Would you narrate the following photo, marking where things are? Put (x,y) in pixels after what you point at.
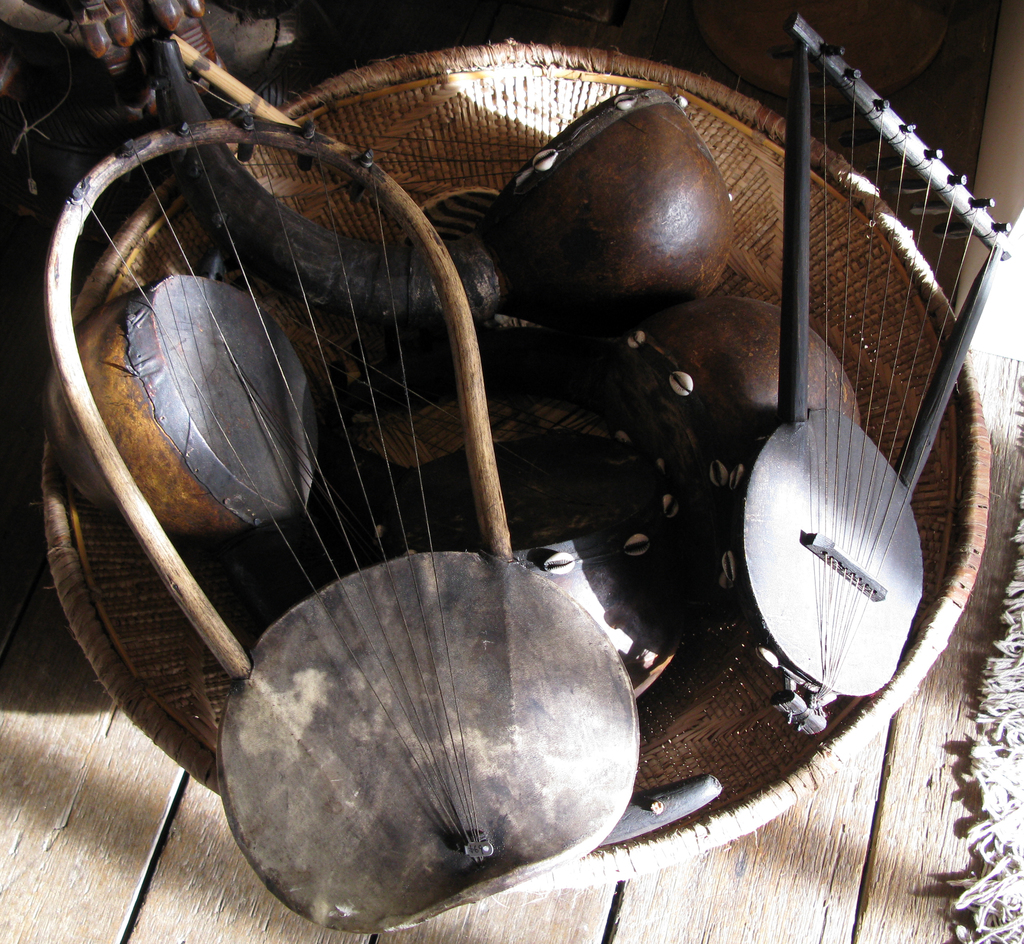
In the center of the image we can see one wooden object (845,817). On the wooden object (923,773), we can see one mat (1010,732), one bowl shaped object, musical instruments (489,646) and a few other objects (15,23).
